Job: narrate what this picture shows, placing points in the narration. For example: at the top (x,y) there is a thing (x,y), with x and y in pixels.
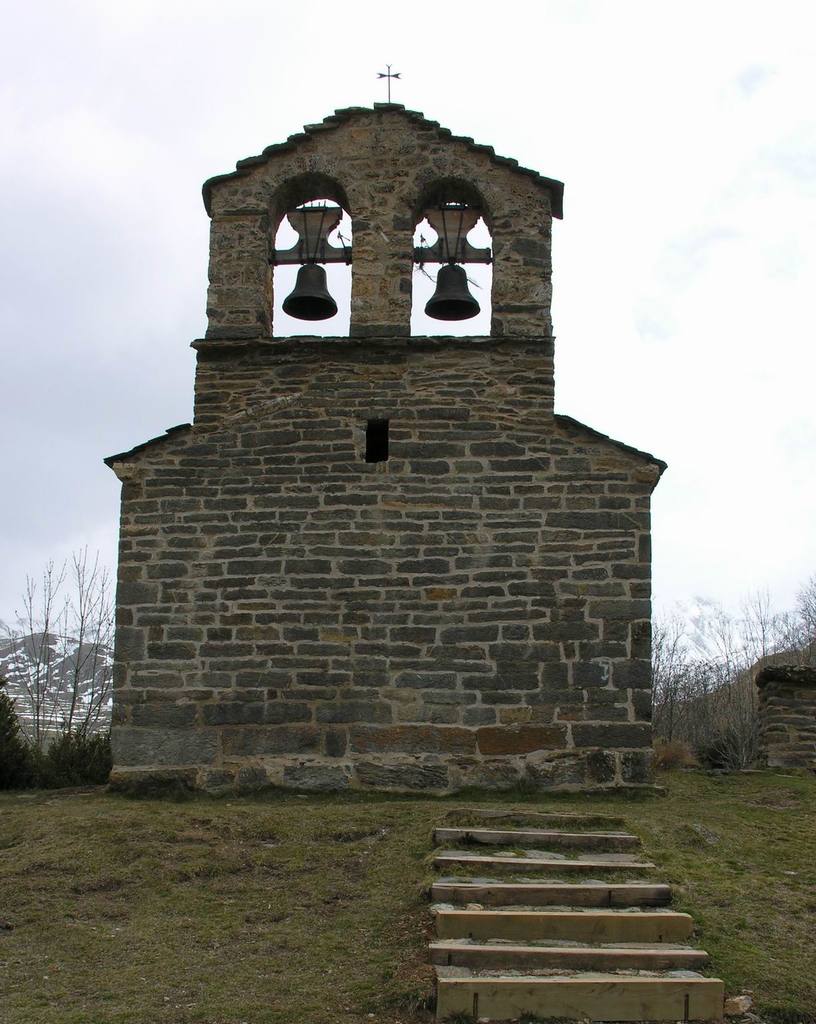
In this image we can see the wall (414,345), there are some trees (32,688), stairs (500,950), bells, mountains (32,702) and grass (358,895) on the ground (358,895), in the background (481,133), we can see the sky (813,30) with clouds (654,79).
